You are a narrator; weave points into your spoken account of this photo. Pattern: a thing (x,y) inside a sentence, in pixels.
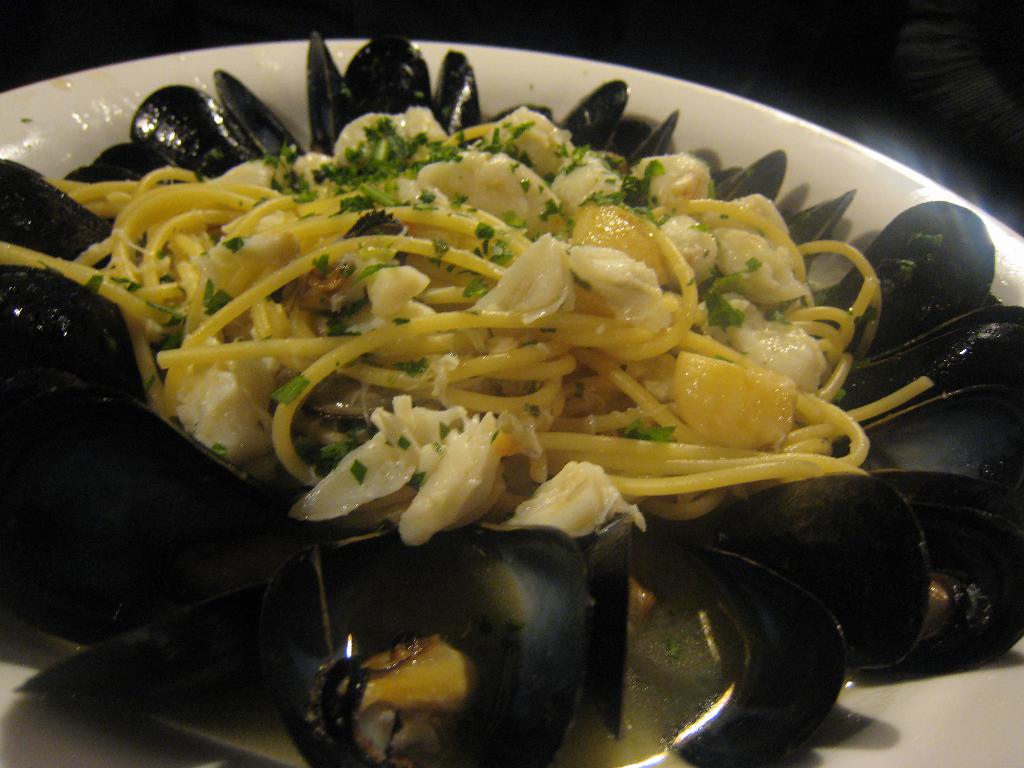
In the foreground of this image (410,360), there is some food (732,467) in a bowl (912,733).
